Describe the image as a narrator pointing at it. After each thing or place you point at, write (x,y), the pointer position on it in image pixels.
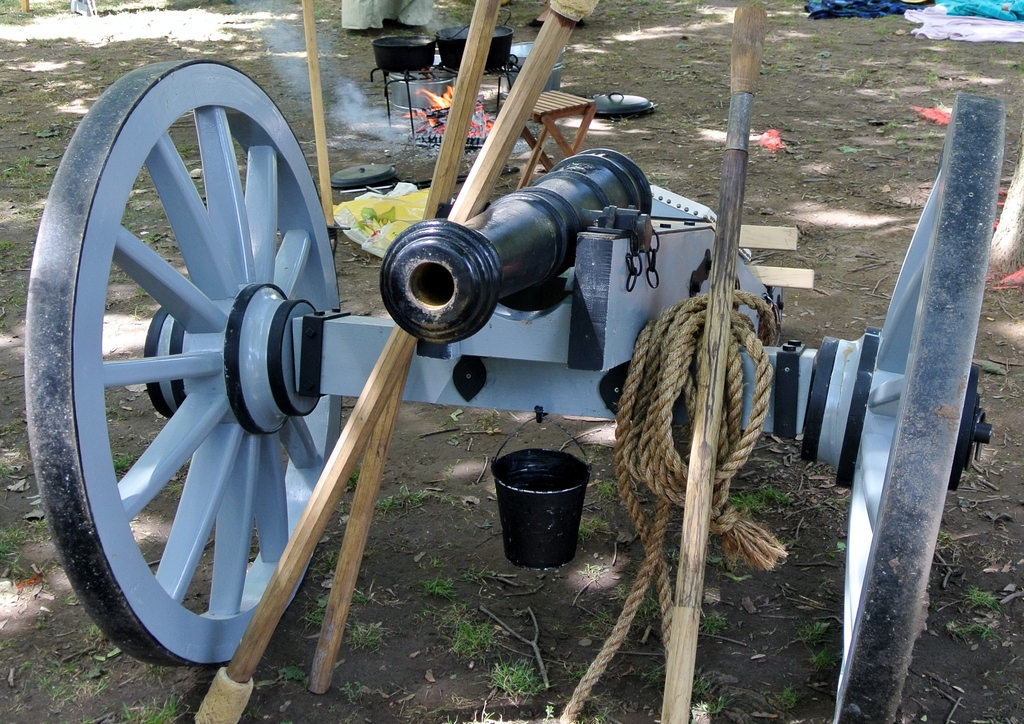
In this image there is a cannon (428,244), there are sticks (314,675), there is a rope (687,344), there is a bucket (548,492), there are objects (550,98) on the ground (620,72), there are clothes (917,13) towards the top of the image (951,24), there is grass (460,648) on the ground (791,443).
